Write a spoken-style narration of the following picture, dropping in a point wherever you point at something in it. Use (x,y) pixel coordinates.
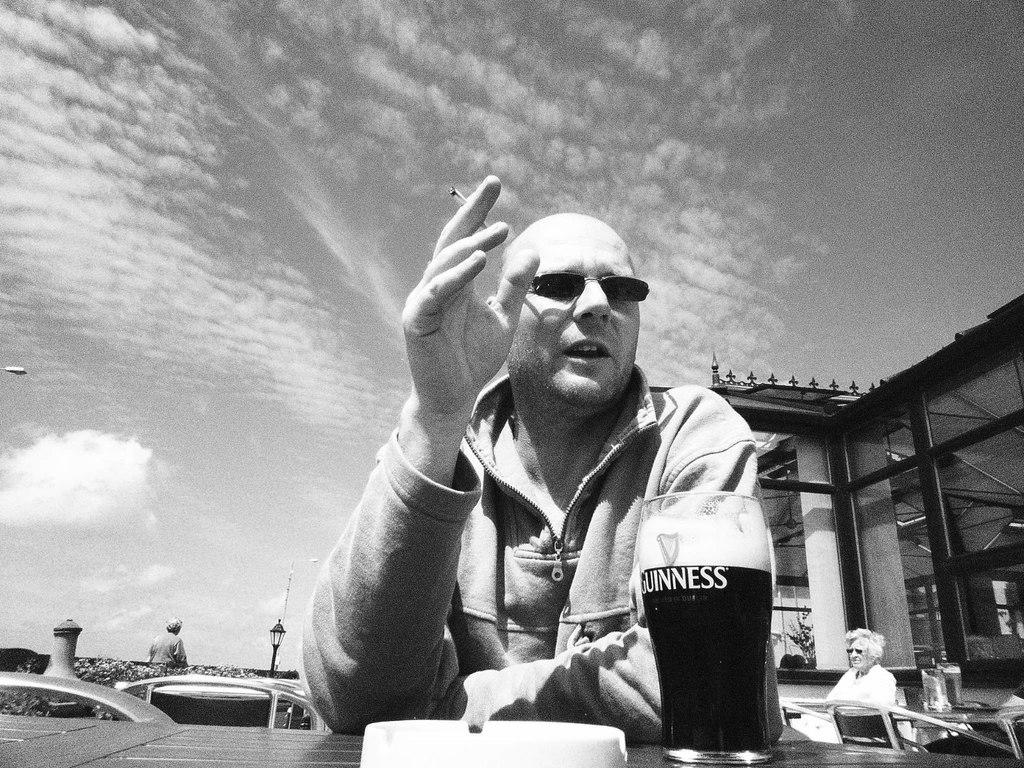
In this picture I can observe a man (505,530) sitting in the chair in front of a table (269,739). There is a glass (666,635) with some drink (690,661) on the table (258,766). The man (540,342) is wearing spectacles (545,289). On the right side (842,695) there is another person (865,677) sitting in the chair (877,706). I can observe a building (880,529) on the right side (784,546). In the background (207,331) there is a sky (339,184) with some clouds (318,228).
